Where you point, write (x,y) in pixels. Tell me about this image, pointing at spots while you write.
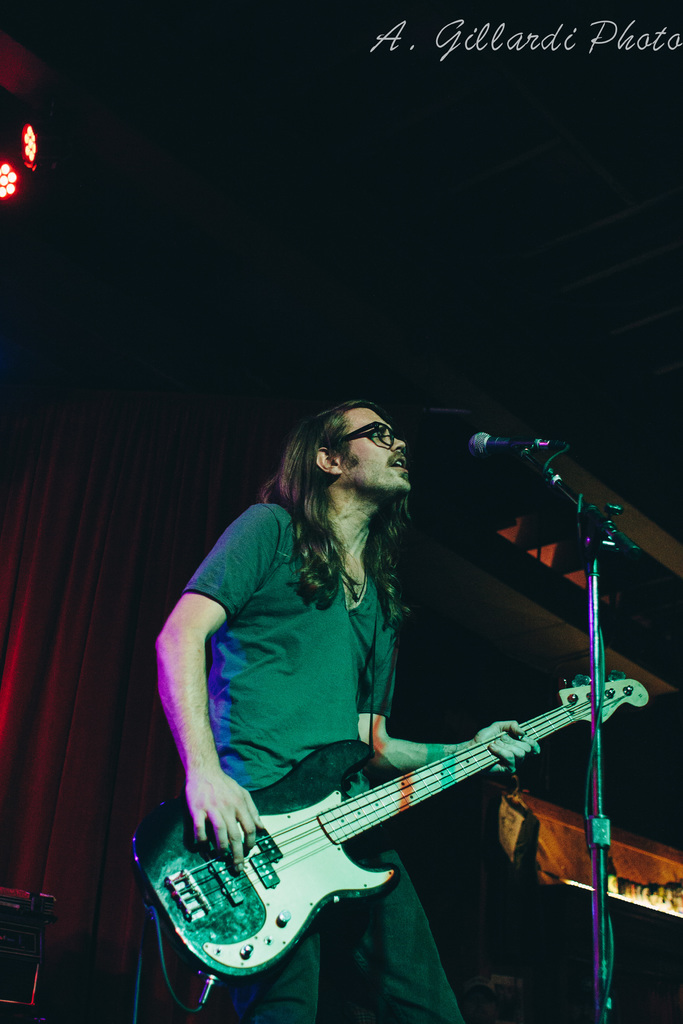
In this image I can see a man (258,675) is standing and I can see he is holding a guitar (198,923). I can also see he is wearing a specs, t shirt (306,609) and in the front of him I can see a mic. In the background (101,548) I can see red colour curtain (71,659), and on the top left side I can see two lights (30,131). I can also see a watermark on the top right side of this image (553,52).
